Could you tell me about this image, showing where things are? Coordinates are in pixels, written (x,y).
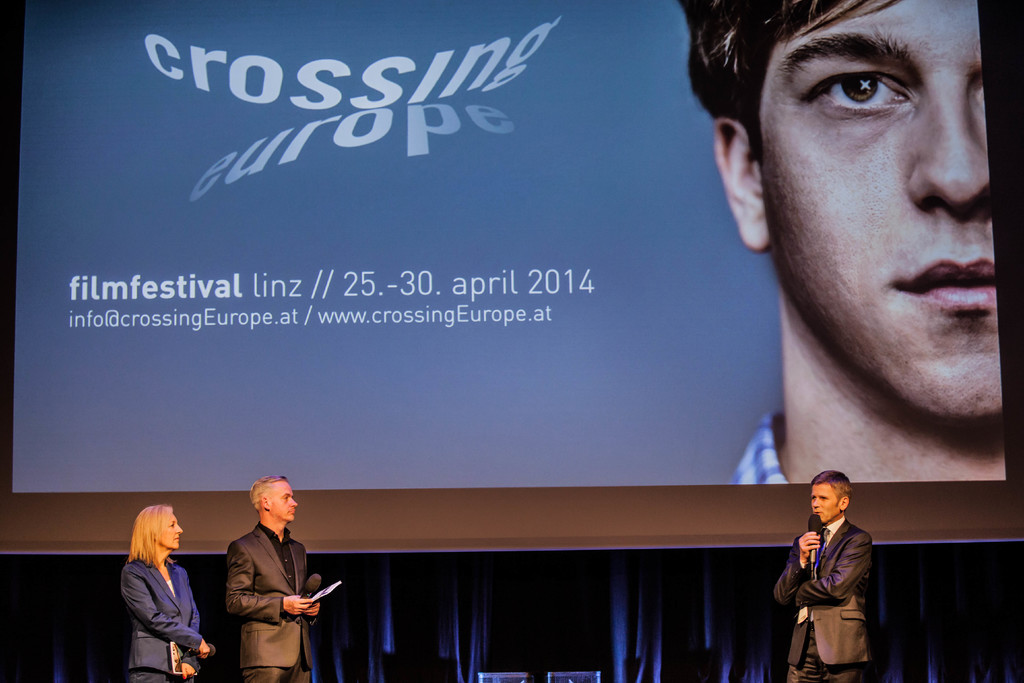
In this image we can see three persons (821,582) standing and holding the mikes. In the background (294,398) we can see a screen (634,334) and on the screen (472,408) there is text (379,278) we can also see a person (917,358) on the screen (842,405).
